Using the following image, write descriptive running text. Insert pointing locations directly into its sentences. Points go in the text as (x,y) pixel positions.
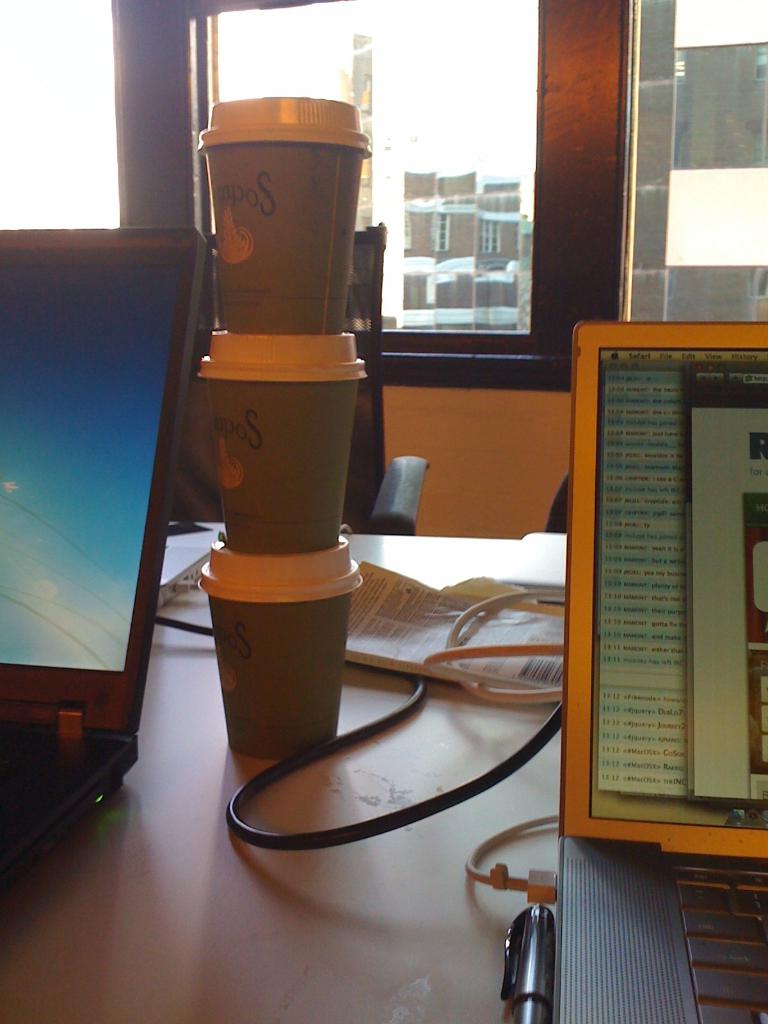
In the foreground of the picture (383,715) there is a table (145,859), on the table (116,859) there are cups (260,626), laptops (761,915), book (428,630), cable (362,830), pen (543,1016). In the center of the picture (422,466) there is a chair (374,372). In the background (430,116) there are windows (492,171), outside the window (426,167) there are buildings (441,186).
